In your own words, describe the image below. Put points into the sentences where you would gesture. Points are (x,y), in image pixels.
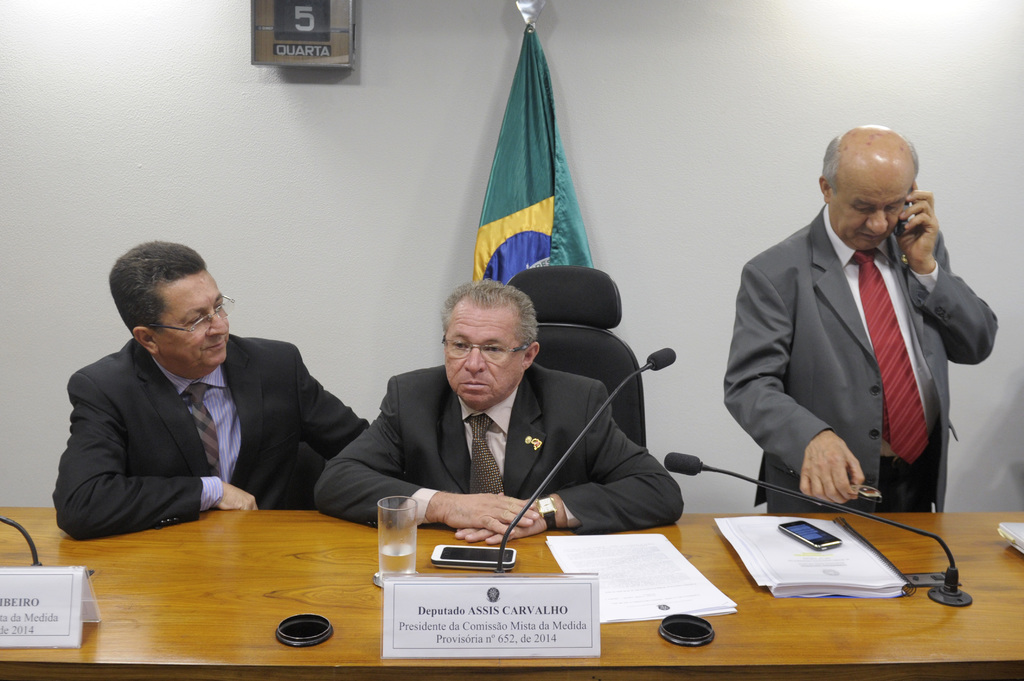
In this image I can see there are two men (380,486) sitting in the chairs (625,353) and there is a person (901,360) standing at the right side (908,393). There is a table (188,588) in front of them and there are name boards (54,585), microphones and papers (868,566) placed on the table (521,541). In the backdrop (519,225), I can see there is a flag (505,201) in the backdrop (239,104) and there is a wall (320,86).
